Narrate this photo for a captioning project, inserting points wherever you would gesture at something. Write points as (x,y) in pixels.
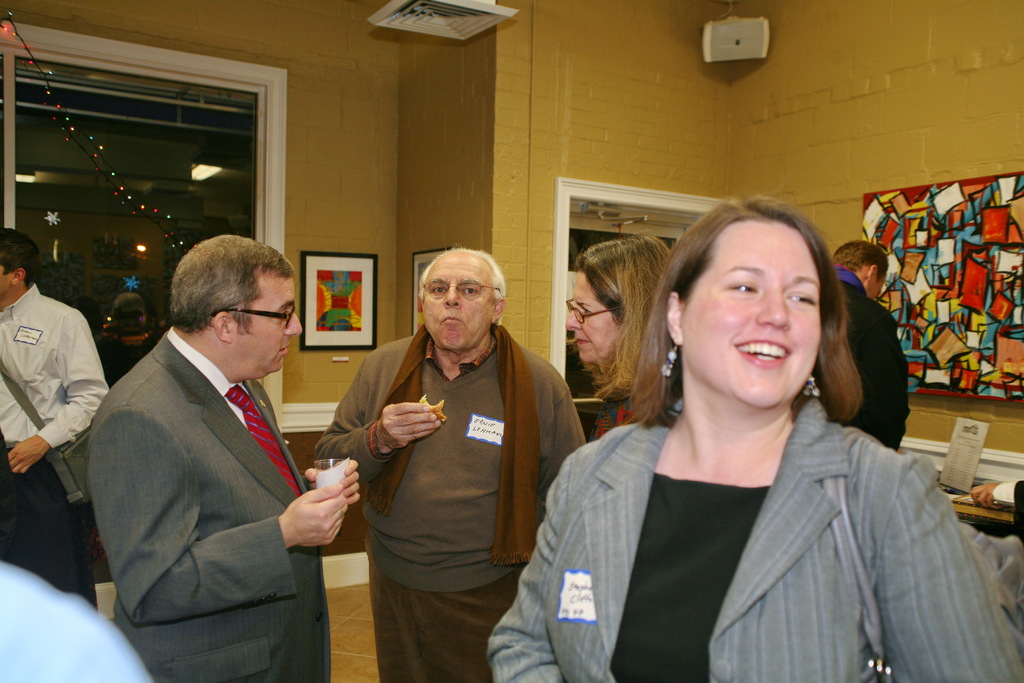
In this image we can see a few people (690,504), some of them are having cards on their dress (438,512) with text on them, one person (499,420) is eating a food item (427,403), another person (191,253) is holding a glass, there are photo frames (998,212) on the wall (809,172), we can see an object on the roof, there are serial lights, there is a window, also we can see a poster (971,466) on the table (1005,520).
